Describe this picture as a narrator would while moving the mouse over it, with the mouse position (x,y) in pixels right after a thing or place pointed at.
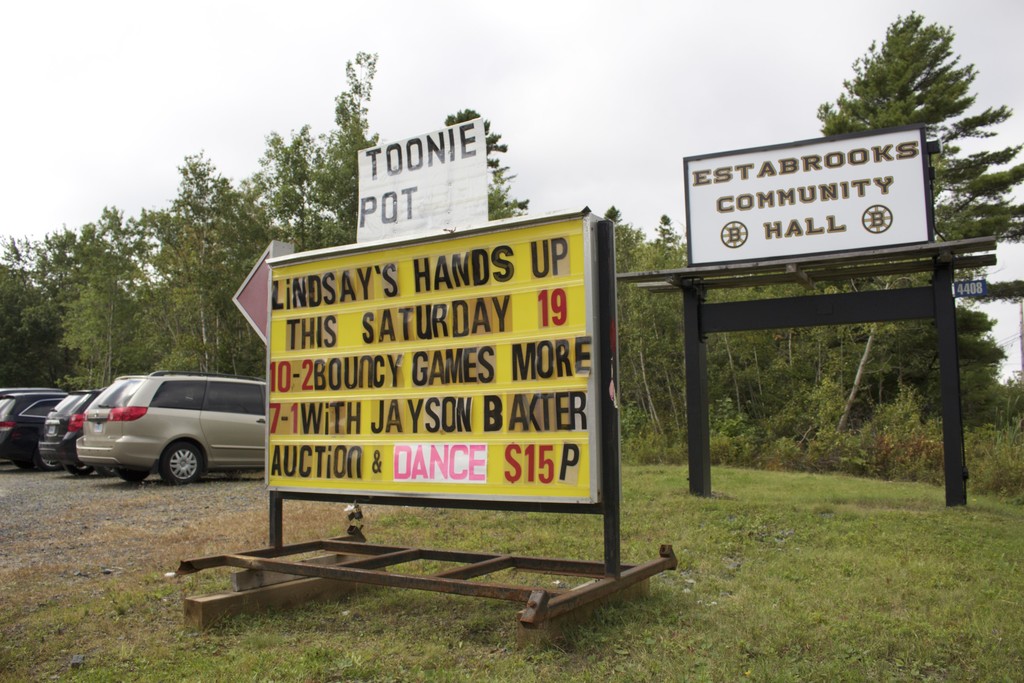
In the center of the image (512,274) we can see the banners (509,488), grass (413,605) and a few other objects (701,328). On the banners (543,418), we can see some text (472,450). In the background (617,70), we can see the sky (459,84), clouds (791,84), trees (7,307), vehicles (157,443), grass (16,575) and a few other objects (688,321).
